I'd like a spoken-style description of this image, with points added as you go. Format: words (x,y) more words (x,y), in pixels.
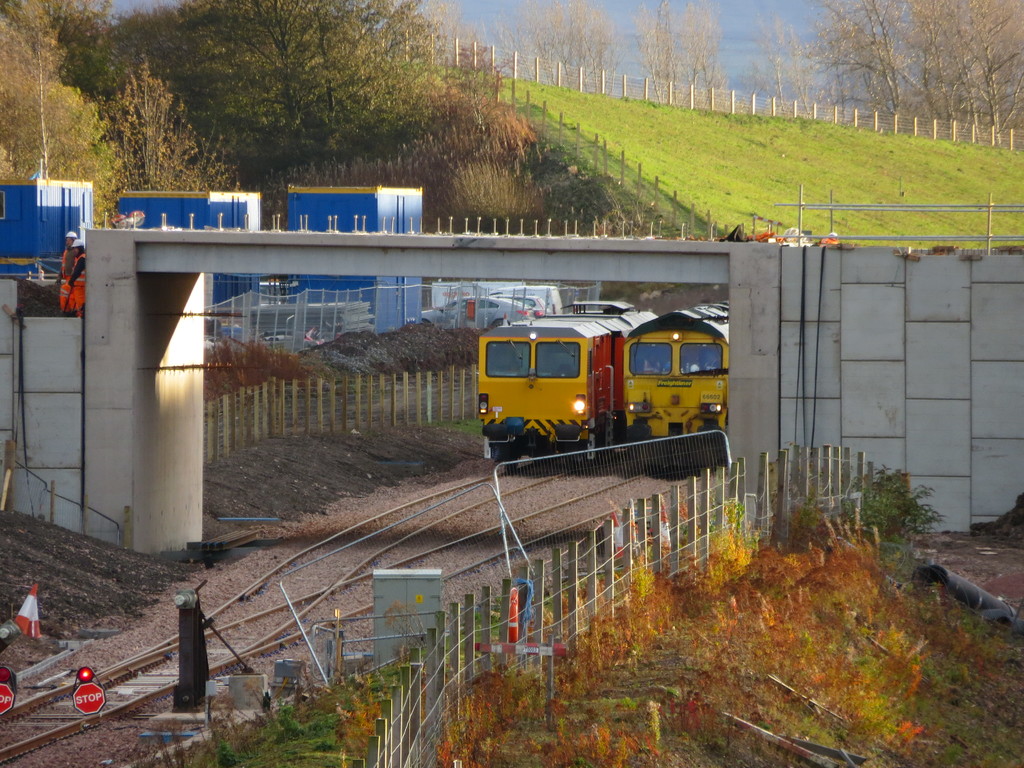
In this image, we can see trains (597,418), train tracks (463,535), bridge (999,500), containers (412,308), vehicles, fences (443,385), plants (800,609), few people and objects (1010,619). Background (773,189) we can see trees (43,150), grass (869,171) and fences (671,215).
